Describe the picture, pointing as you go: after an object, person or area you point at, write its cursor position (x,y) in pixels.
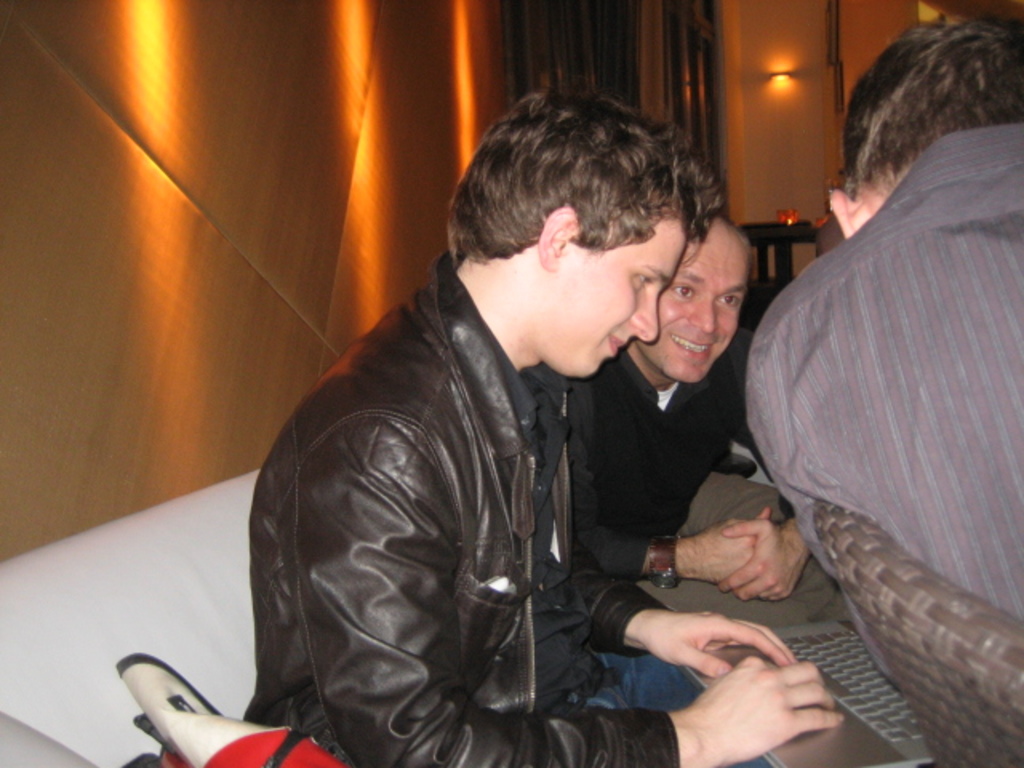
In the picture I can see a person (487,597) wearing black color jacket (668,743) is using laptop (848,732). On the right side of the image (999,258) we can see a person (952,245) wearing grey shirt (878,426) is sitting on the chair (918,619) and in the background (617,521), we can see the person (663,440) wearing black shirt (692,485) is smiling. In the background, we can see the wall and lights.
